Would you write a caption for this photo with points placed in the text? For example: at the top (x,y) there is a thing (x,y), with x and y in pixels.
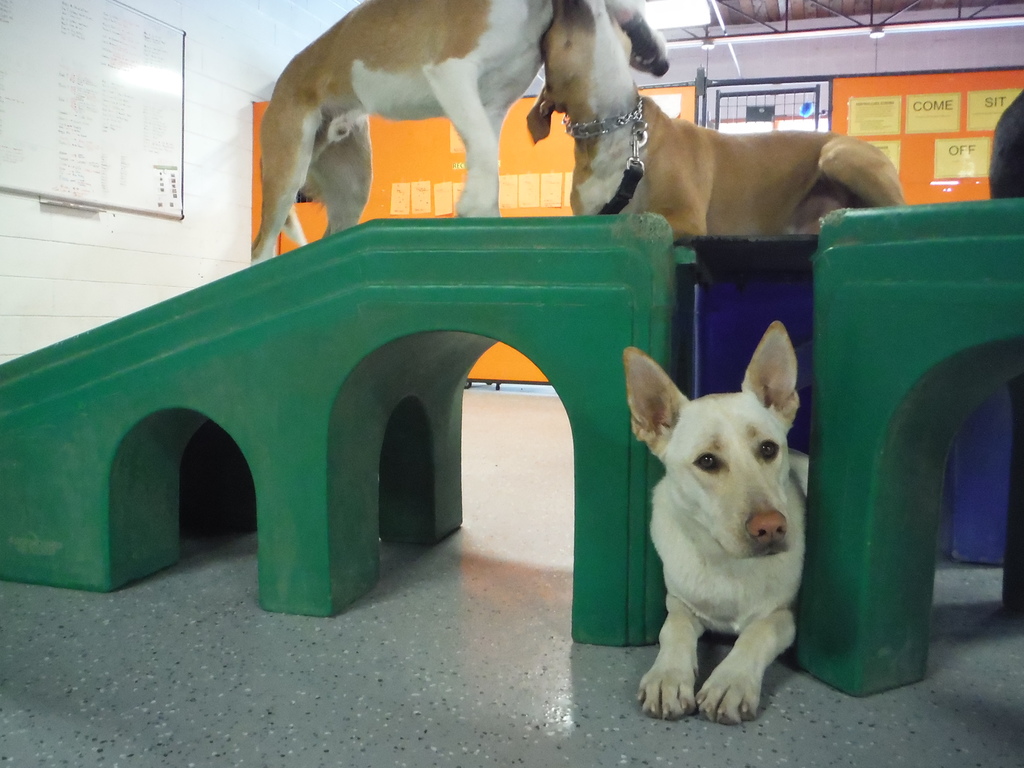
In the background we can see the posters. In this picture we can see a white board (147,132), lights (663,26). In this picture we can see dogs (666,212) and few objects (866,668). At the bottom portion of the picture (601,686) we can see the floor (458,701).
